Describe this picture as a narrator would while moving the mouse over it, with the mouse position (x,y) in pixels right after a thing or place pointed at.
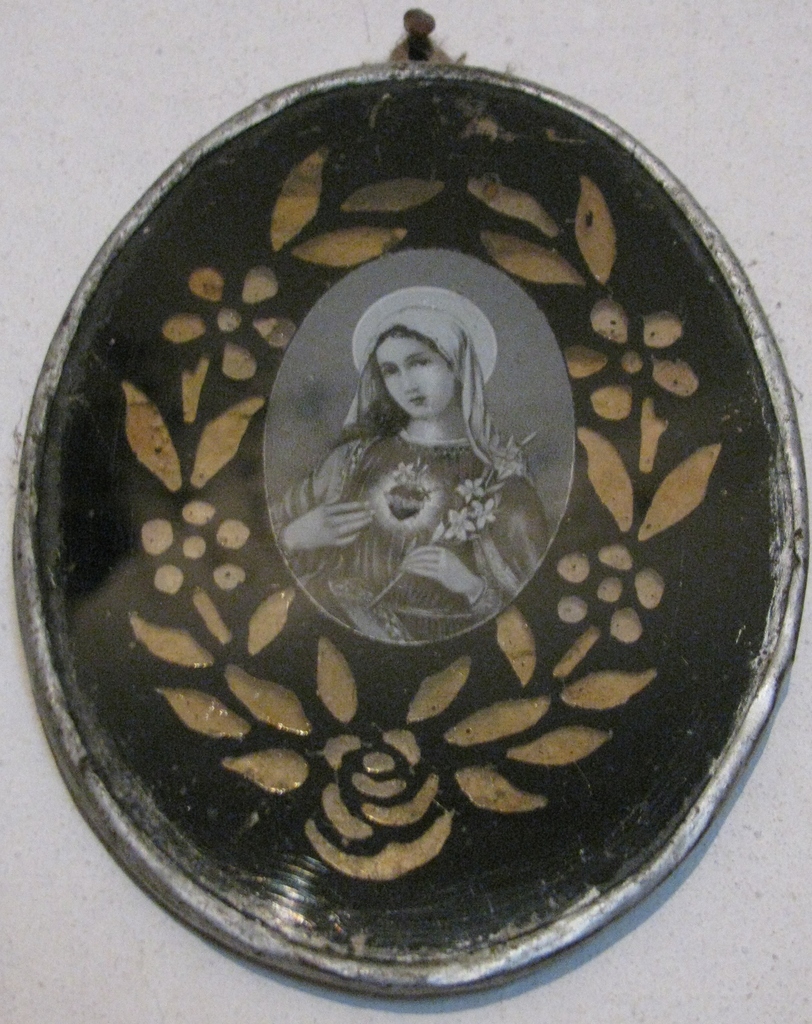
In this image I can see the frame (552,369) attached to the wall (697,48) and I can also see the person (465,594) in the frame (307,584) and the wall (710,118) is in white color.
